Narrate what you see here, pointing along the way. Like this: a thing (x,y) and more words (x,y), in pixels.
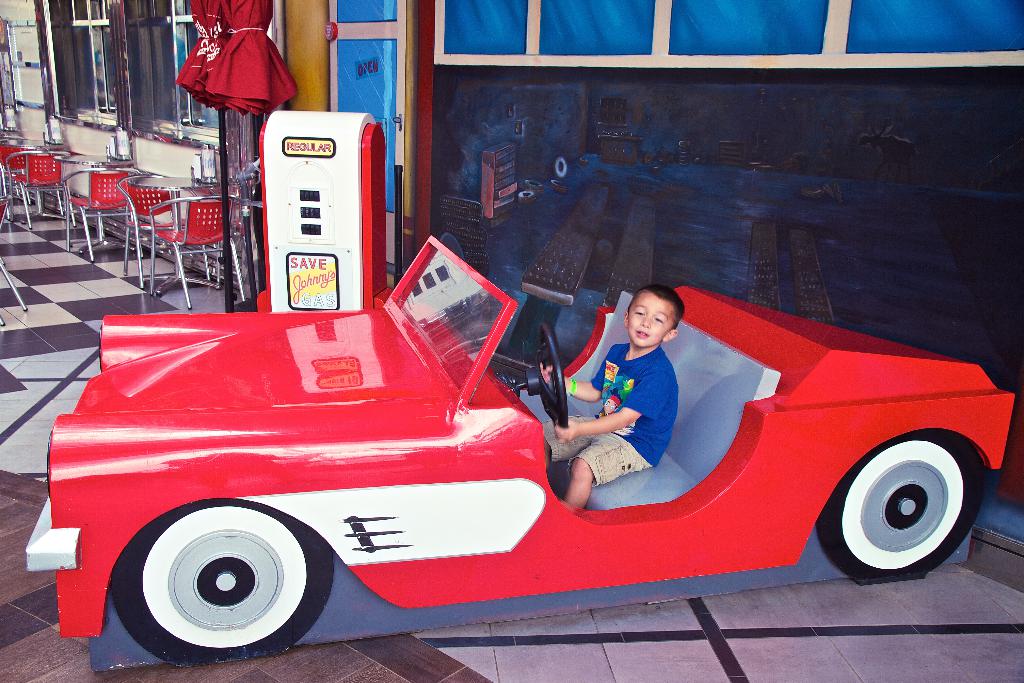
In this image, we can see a car (462,601) and there is a kid (560,438) sitting in the car (876,543). We can see some chairs (139,212) and we can see the windows (129,67).
